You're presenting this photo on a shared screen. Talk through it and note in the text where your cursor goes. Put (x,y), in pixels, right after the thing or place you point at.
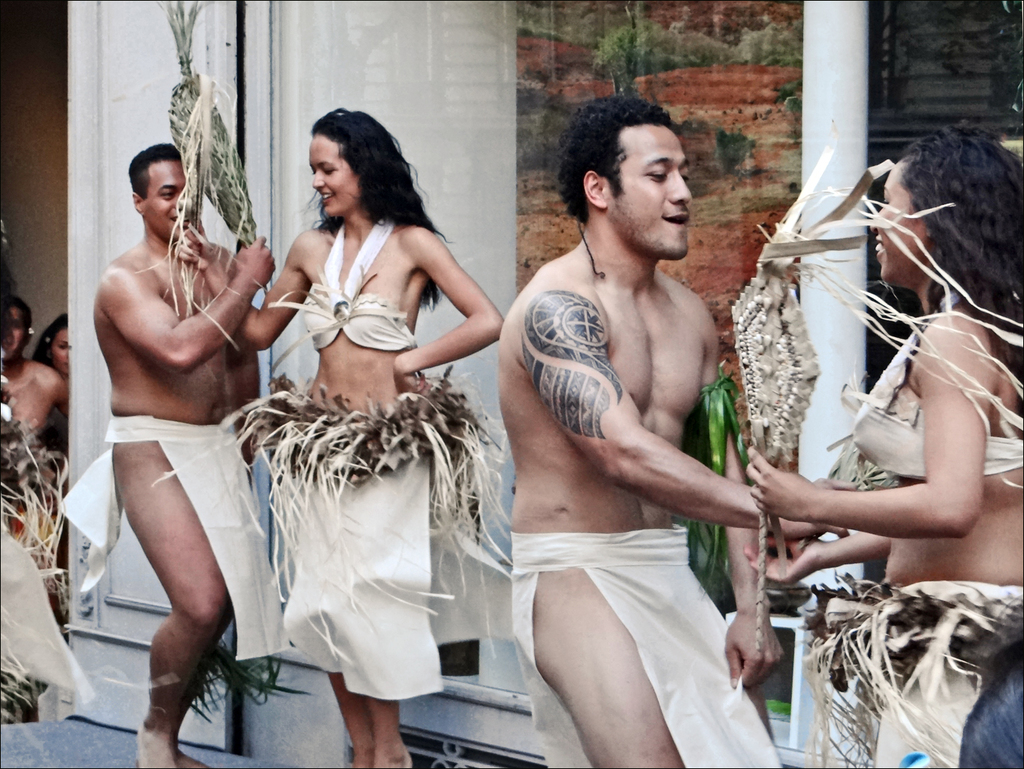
In this image we can see group of persons (698,393) wearing costume (269,405) holding objects (780,403) in their hands (240,278) are standing on the floor (62,723). In the background (105,264), we can see a building (90,264) and a pillar (847,102).
